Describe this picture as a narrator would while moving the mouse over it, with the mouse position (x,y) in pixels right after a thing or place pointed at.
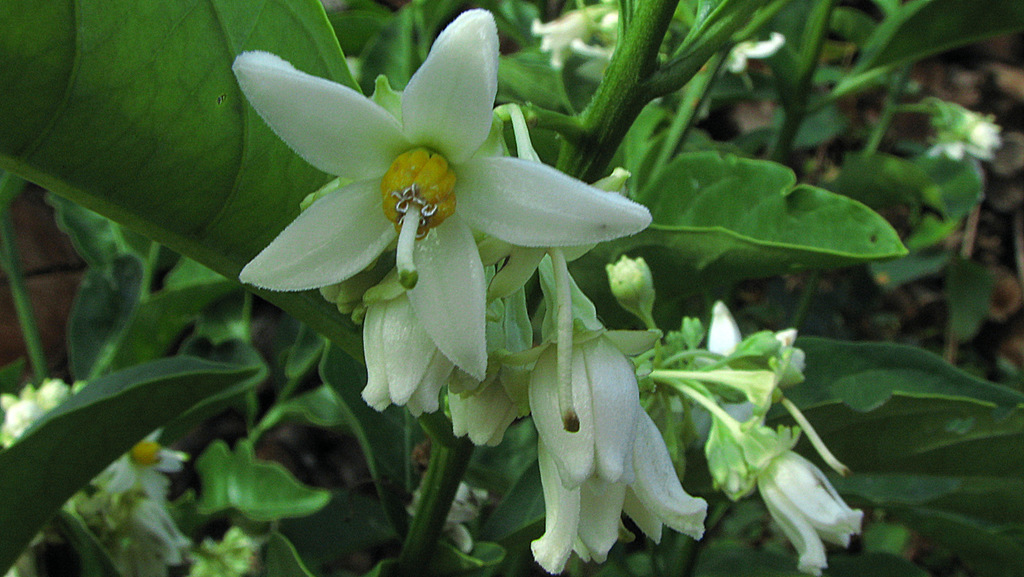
In the image there are white flowers (382,186) to the plants (655,376).
